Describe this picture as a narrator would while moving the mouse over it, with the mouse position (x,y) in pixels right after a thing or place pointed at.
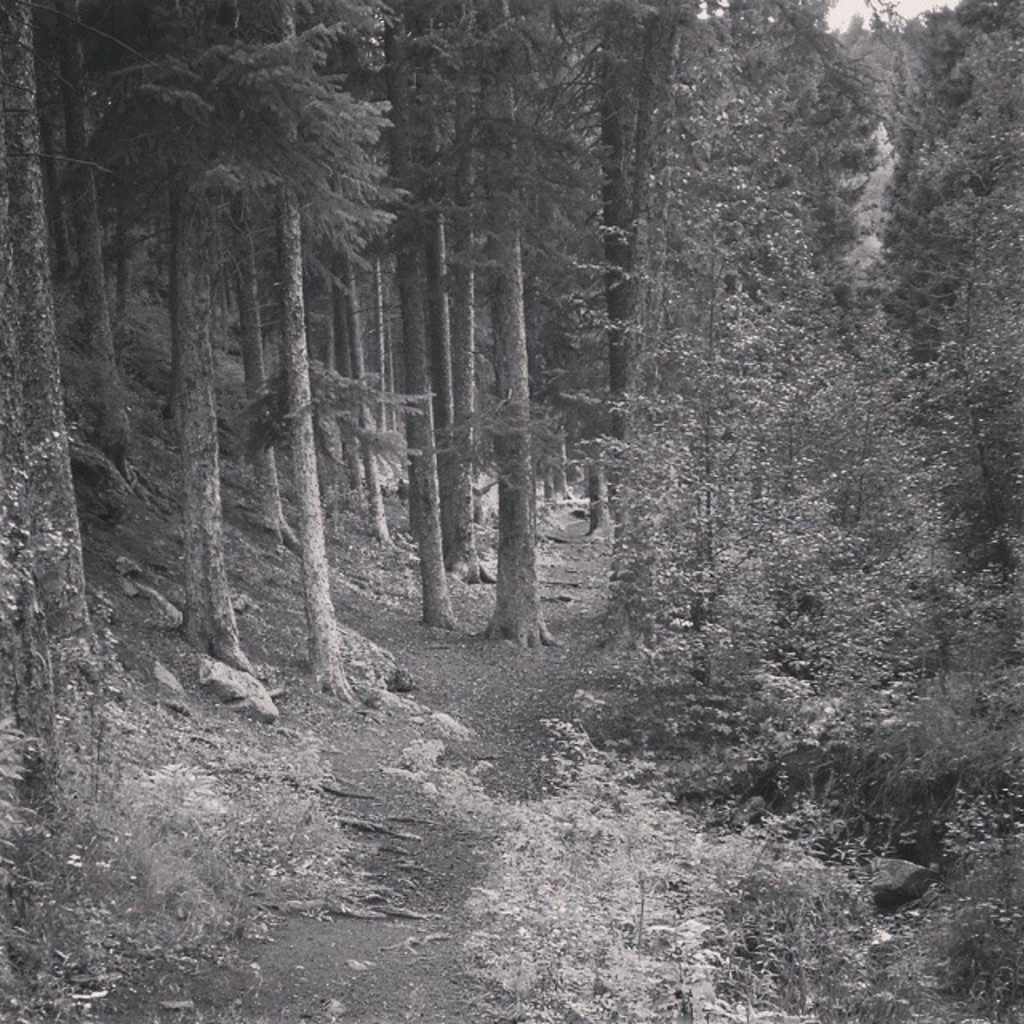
We can see trees (623,22), plants (958,809) and sky (898,11).
